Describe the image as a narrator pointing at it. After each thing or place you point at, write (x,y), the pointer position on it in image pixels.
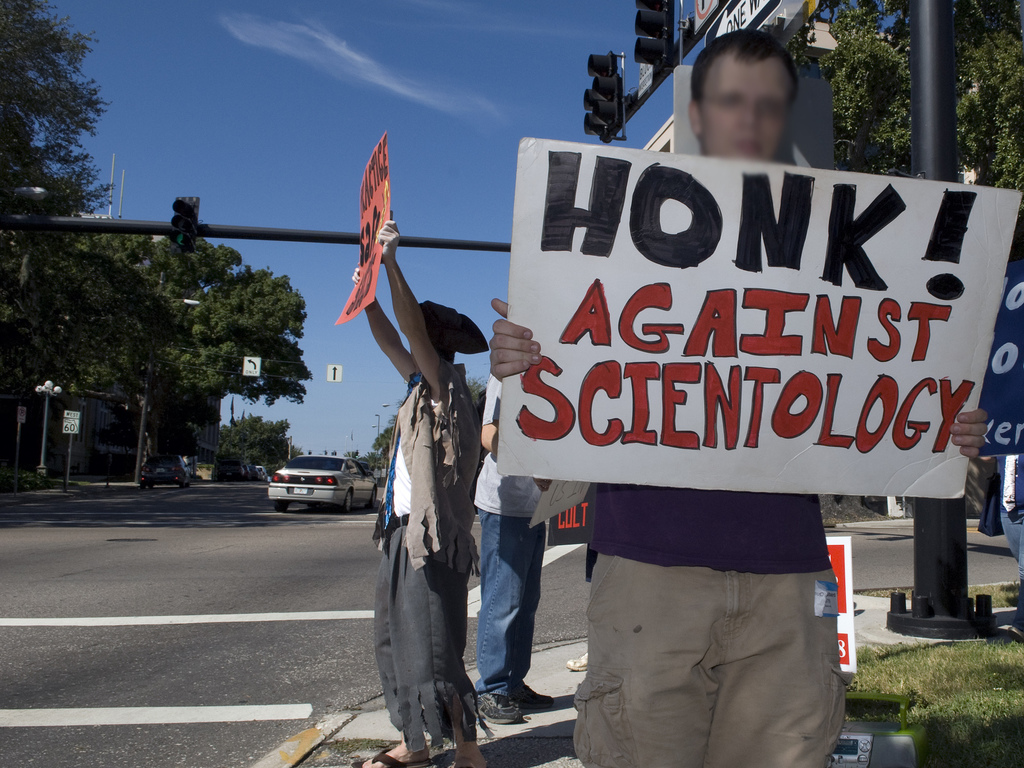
In this image there are three people (615,536) standing on footpath (499,732), holding posters (663,286) in their hands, on the left side (148,521) there is a road (283,518), on that road (223,509) there are cars (273,483), in the background (164,418) there are trees (133,362), poles (621,127) and the sky (466,127).
